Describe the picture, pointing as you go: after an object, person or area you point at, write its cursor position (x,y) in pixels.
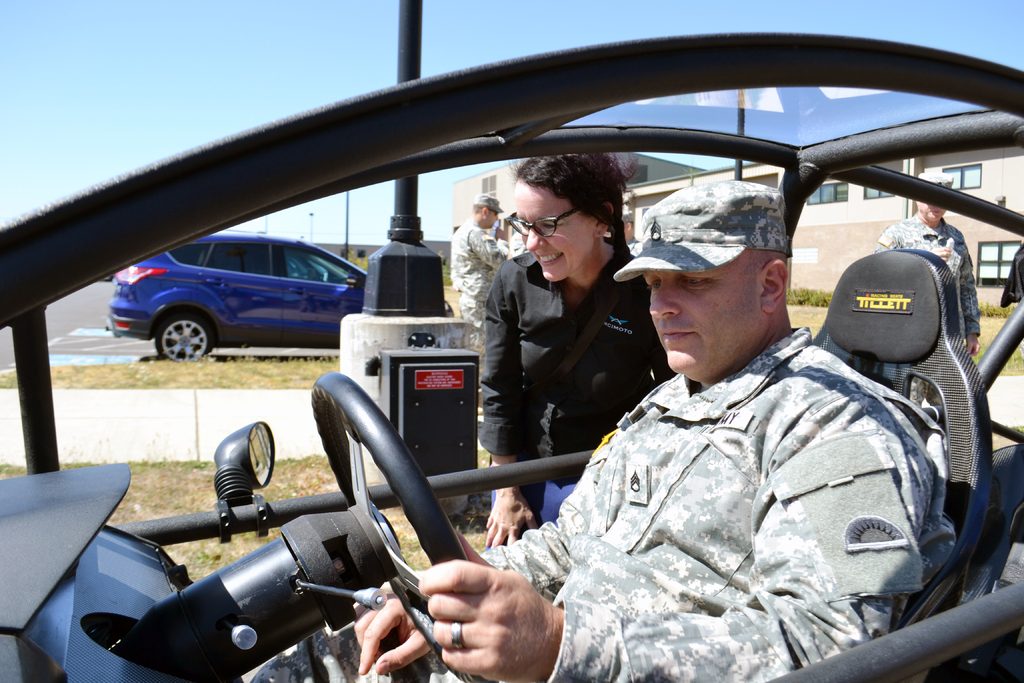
In this image there were two persons (798,375), one man (741,404) and one woman (614,353). Man (726,395) was sitting inside the vehicle (445,630) and holding the steering (343,441). He is wearing a cap (723,242) and light colored shirt (752,366). A woman (589,351) standing besides the vehicle (561,457) and smiling. She is wearing black shirt (577,445) and blue jeans (545,497) besides her there were some people (496,214) standing and moving around. In the background (873,245) there is a blue car (326,253), building (792,258), some plants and blue sky (52,60).
